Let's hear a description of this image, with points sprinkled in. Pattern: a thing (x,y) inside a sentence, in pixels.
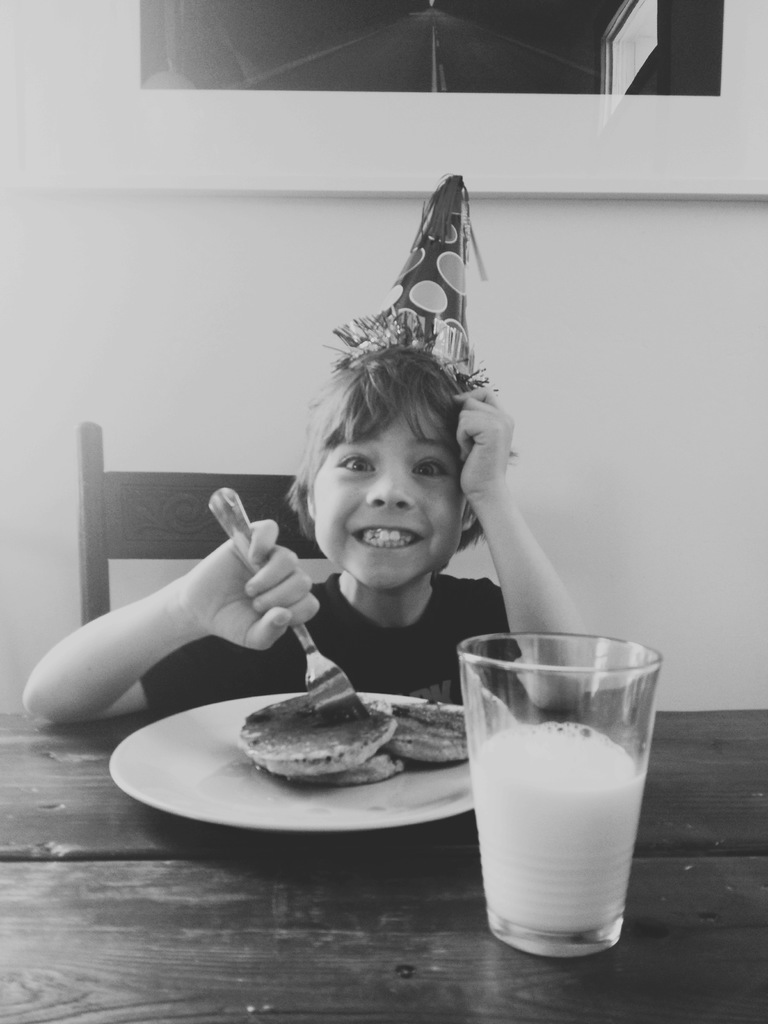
This image consists of a kid (250,695) sitting in a chair (149,551). In front of him, there is a table (320,833) on which there are pancakes (427,750) and a glass of milk (574,745). In the background (157,261), there is wall (128,209) in white color.
